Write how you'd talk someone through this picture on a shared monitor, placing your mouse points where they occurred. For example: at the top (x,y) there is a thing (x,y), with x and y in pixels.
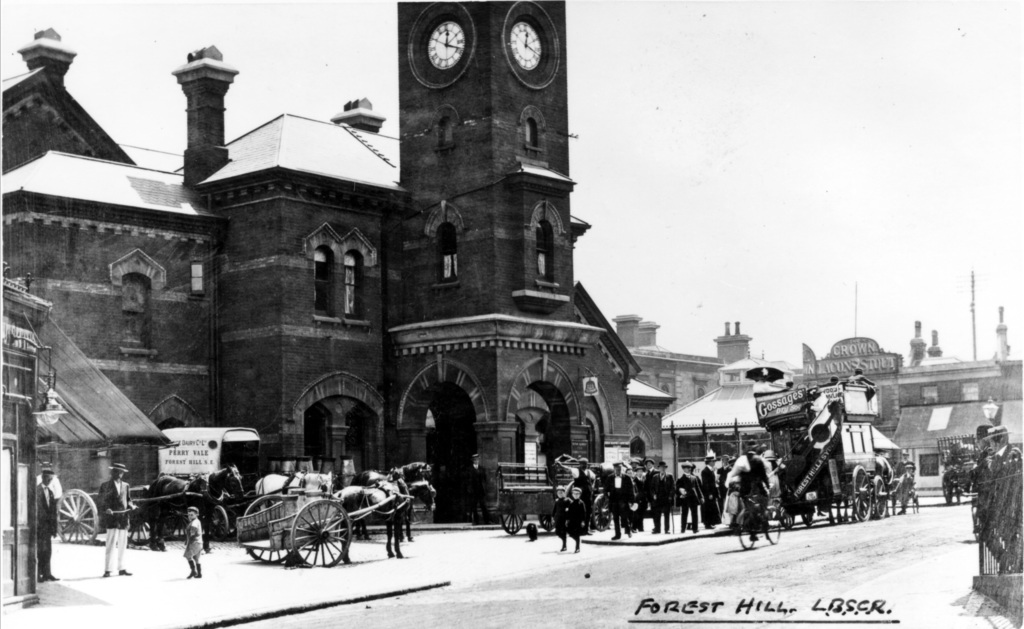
It is a black and white picture, this is a building (550,298), in the left side (336,523) there are horse carts (333,504) and in the right side (706,501) few people (676,493) are walking on this road (657,552).
